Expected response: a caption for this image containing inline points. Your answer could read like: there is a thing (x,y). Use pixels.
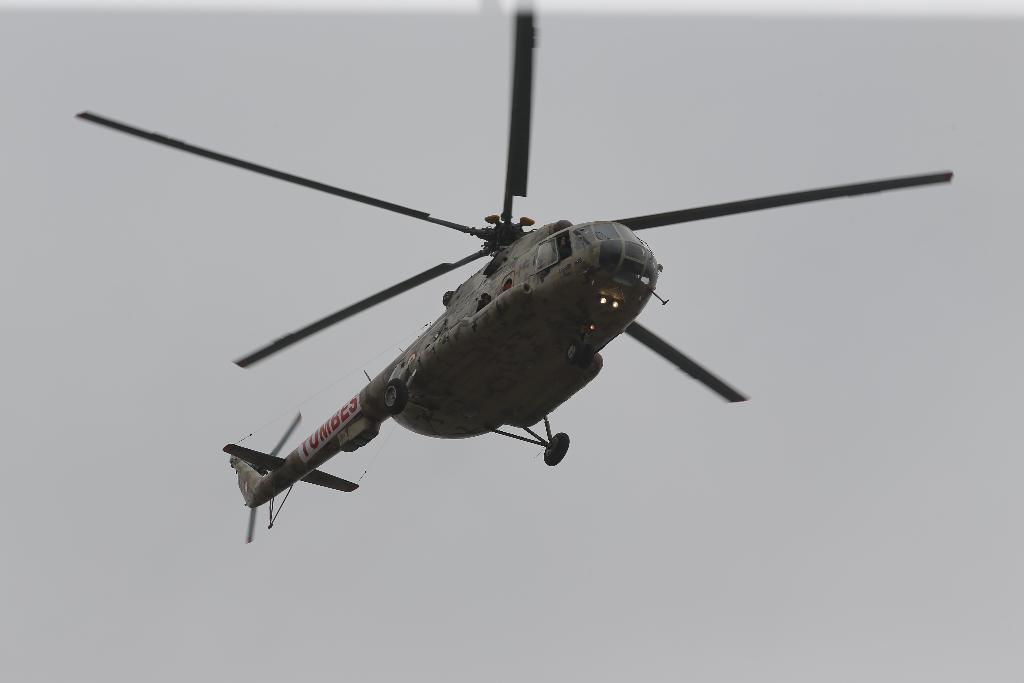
There is a helicopter (521,244) flying in the air (377,328).
